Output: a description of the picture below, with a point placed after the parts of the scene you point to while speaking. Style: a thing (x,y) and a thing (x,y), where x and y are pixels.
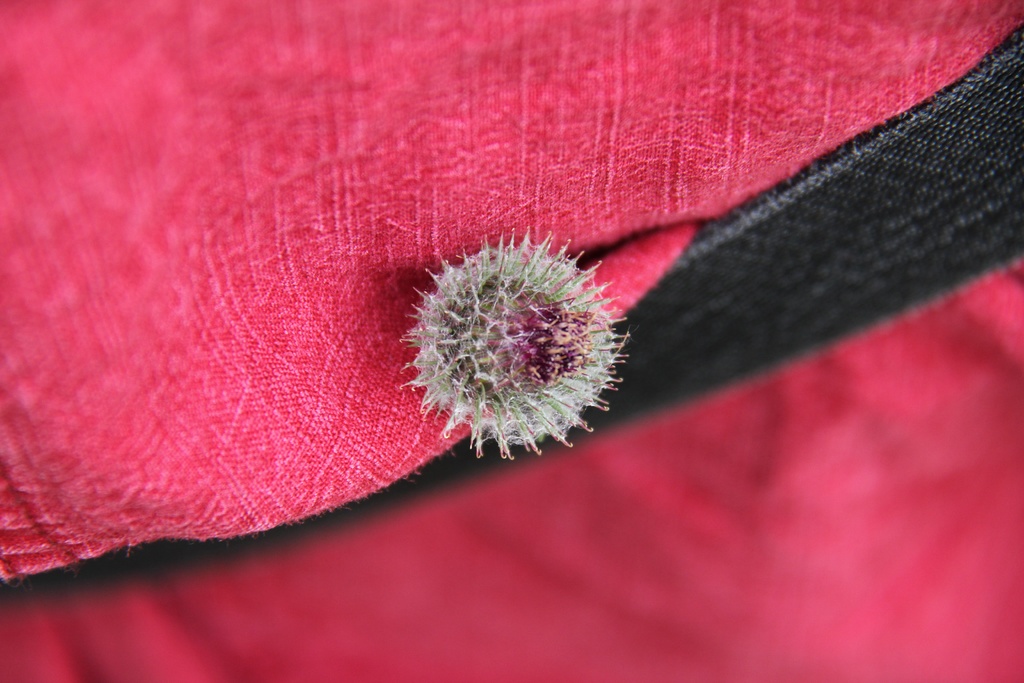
In this image, in the middle (531,256), we can see a seed (463,258). In the background (160,324) there is red color and black color.
